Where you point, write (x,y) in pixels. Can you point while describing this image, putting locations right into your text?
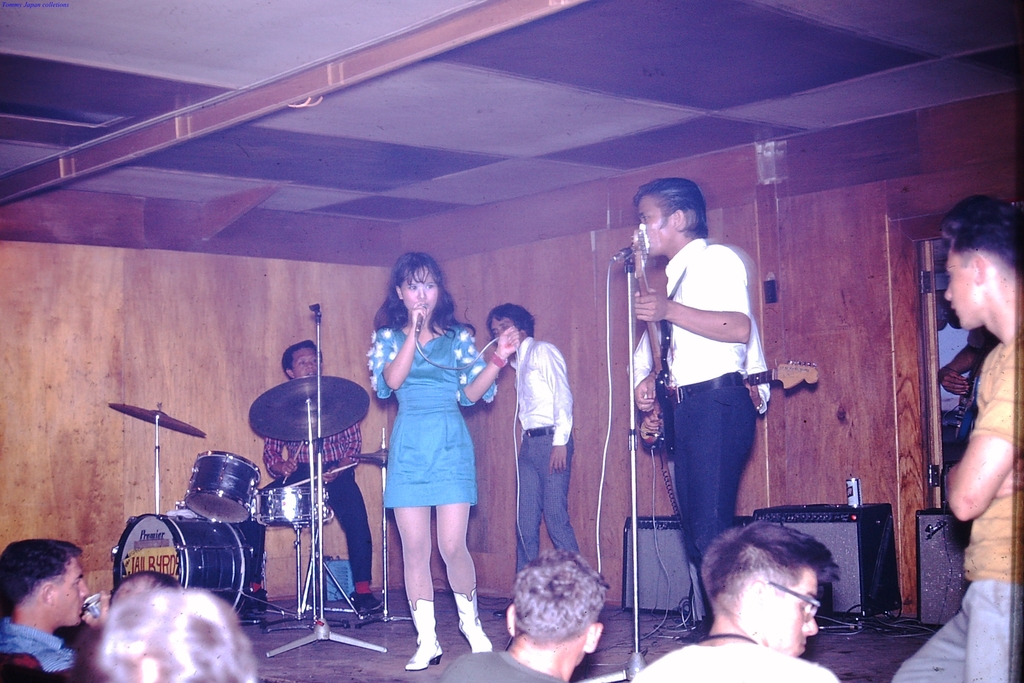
This is a picture of a live performance. In the center of the picture (645,299) on the stage (440,624) there are a band (738,400) performing. In the center (422,373) there is a woman (457,432) singing holding a microphone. On the right (716,270) there is a man (686,360) and standing and playing guitar (666,400). On the left (293,374) there is a man (308,472) sitting and playing drums (311,401). In the background (519,417) there is a man (541,395) standing. On the top (378,151) there is ceiling (407,127). In the foreground (23,636) there is crowd (129,672). On the right (940,366) there is a door (933,406).
